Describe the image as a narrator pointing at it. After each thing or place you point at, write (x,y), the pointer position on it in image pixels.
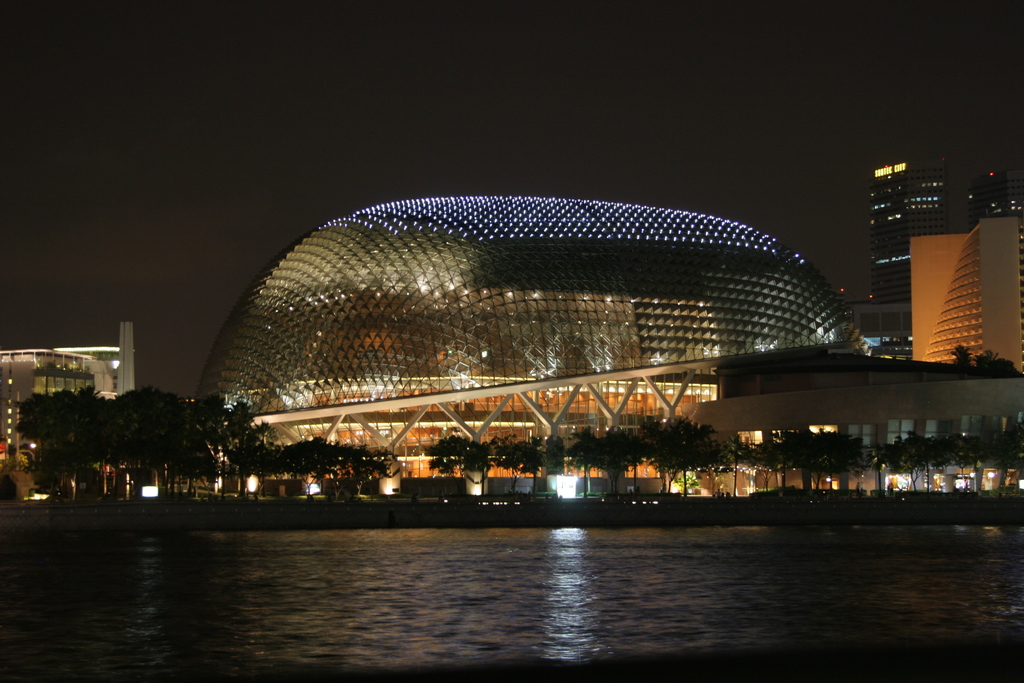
In the foreground of this image (406,645), there is water (435,635). In the middle (513,443), there are trees (731,439), buildings (556,325) and the lights (575,489). On the top (446,108), there is the dark sky (406,121).
